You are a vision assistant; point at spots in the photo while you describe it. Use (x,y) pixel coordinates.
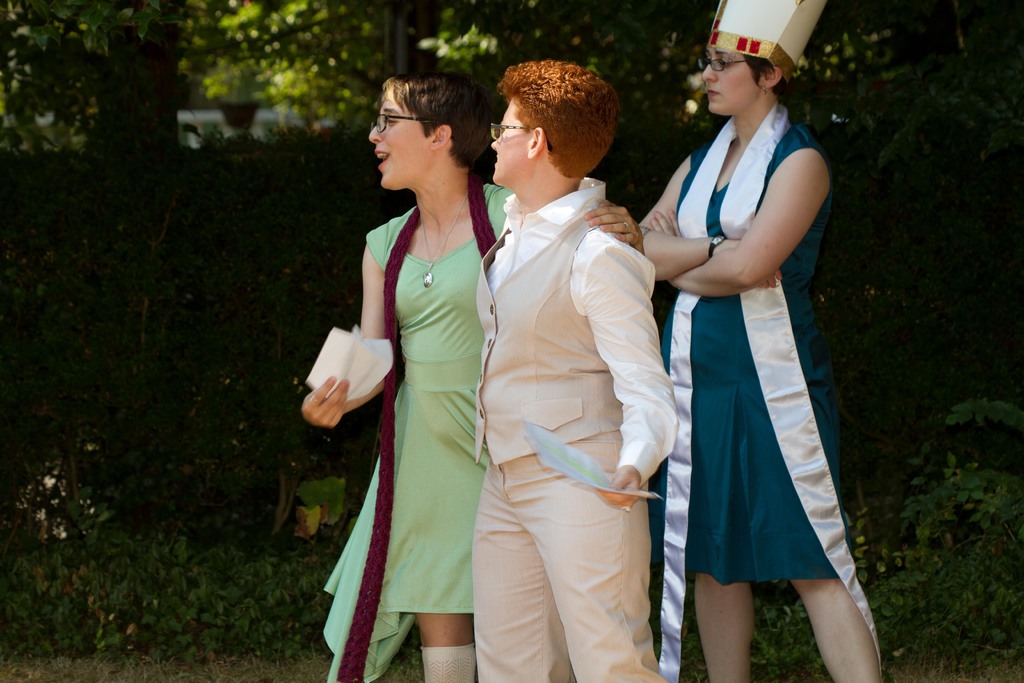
In this image we can see people (572,227) standing on the ground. In the background (277,540) there are shrubs (337,533), bushes (275,347) and trees (970,126).
